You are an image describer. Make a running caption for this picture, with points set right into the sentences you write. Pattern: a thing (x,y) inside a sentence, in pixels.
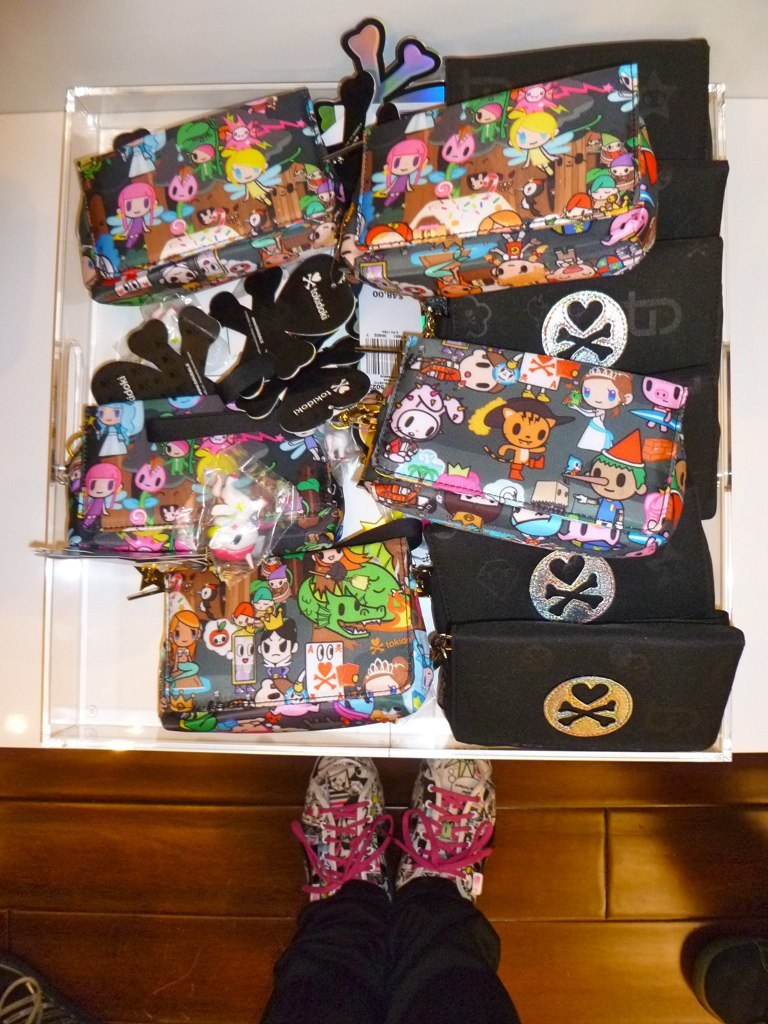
In this picture we can see the tray (121,664) with full of wallets (571,638), pouches (532,405), and cards (293,369). Here this pouch (430,403) is printed with different cartoon pictures (515,451). We can see the legs (404,1018) of a person (384,986) wearing shoes (449,819). And this is the floor (162,888).
